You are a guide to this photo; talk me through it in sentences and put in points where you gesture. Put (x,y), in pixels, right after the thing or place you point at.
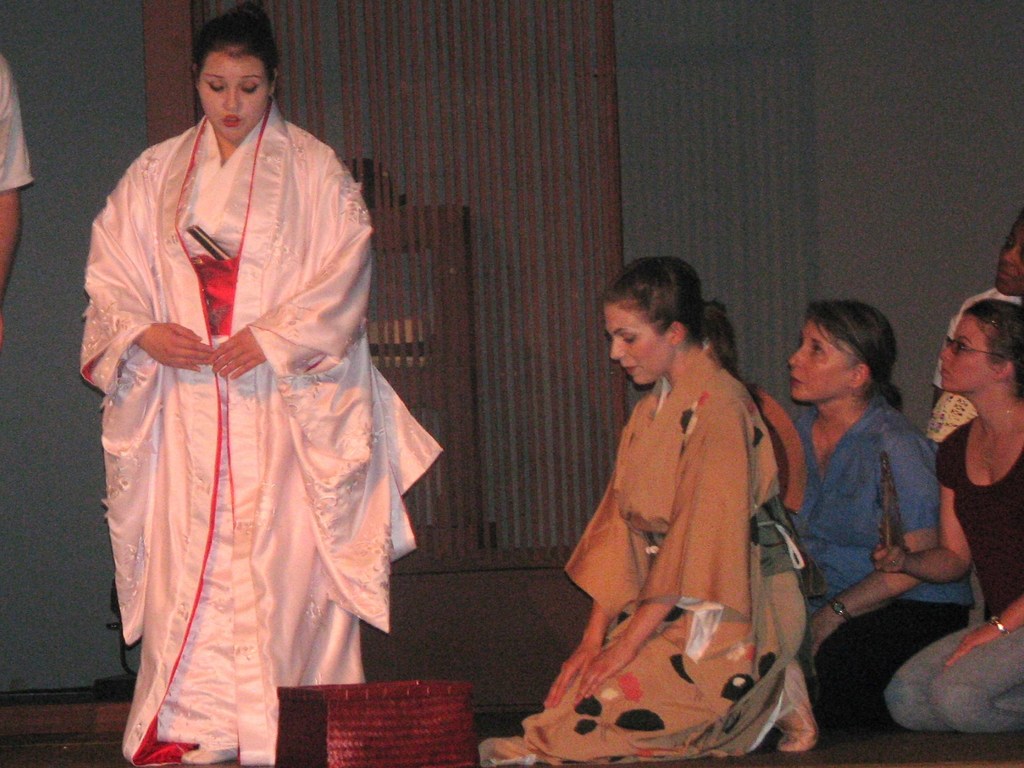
In this image we can see a few women (962,490) on the floor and they are on the right side (978,376). Here we can see a woman (122,382) walking on the floor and she is on the left side (165,327). Here we can see the hand (9,231) of a person (7,250), though his face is not visible.
